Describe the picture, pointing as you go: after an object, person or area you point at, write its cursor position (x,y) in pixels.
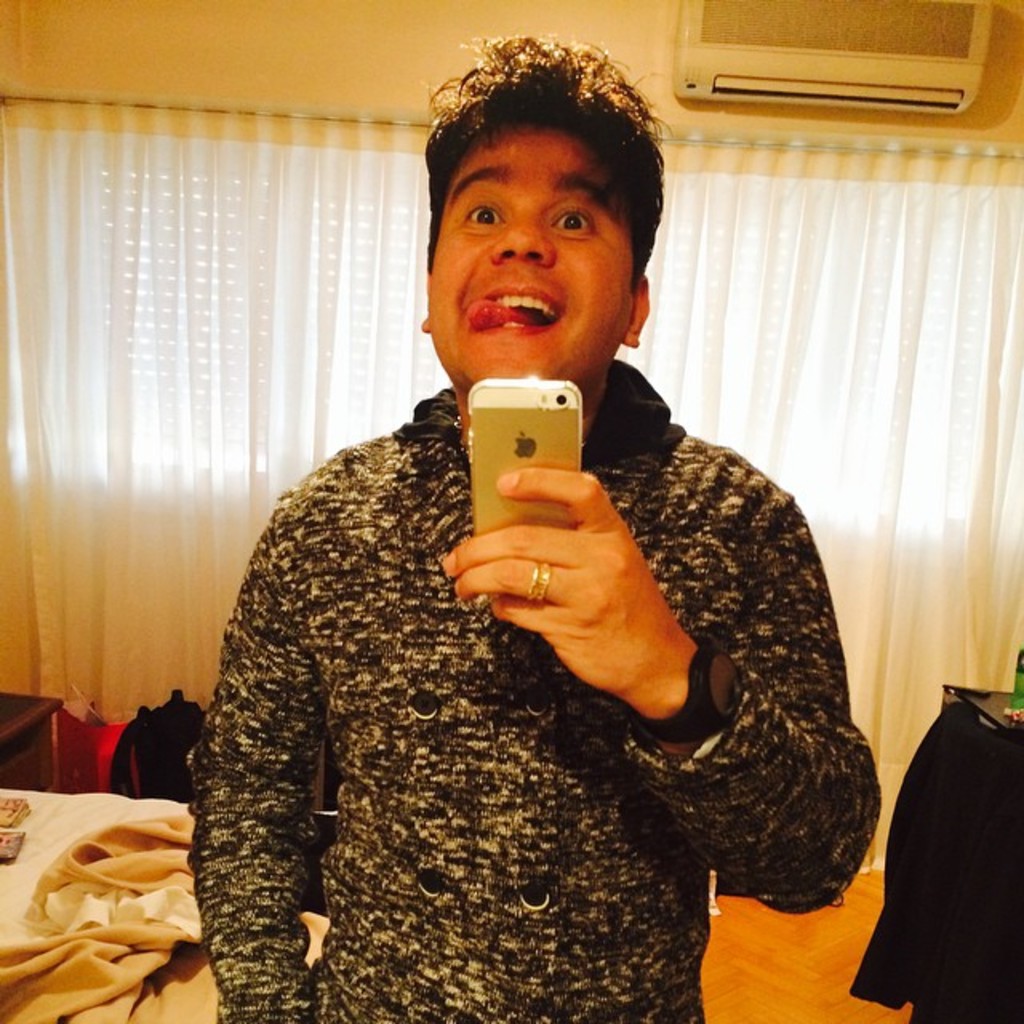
In this picture, in the middle (411,677) there is a man (418,826) standing and he is holding a mobile (506,455) which is in yellow color in his left hand (524,582), in the background (79,272) there is a white color curtain (162,398) and there is a AC (778,81) which is in yellow color.
